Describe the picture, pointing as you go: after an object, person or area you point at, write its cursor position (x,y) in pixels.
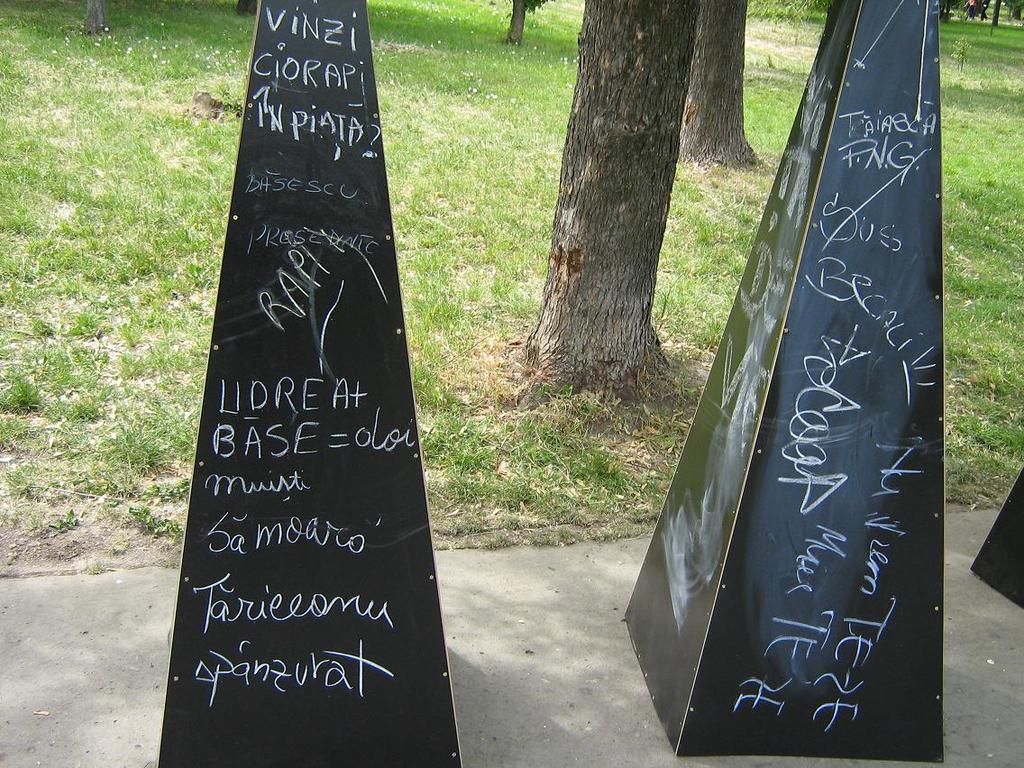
In this image there are few cones (393,527) on the floor (545,661). On cones (308,491) there is some text (862,307) written on it. Behind there is a grassland (450,254) having few trees (605,130) on it.
